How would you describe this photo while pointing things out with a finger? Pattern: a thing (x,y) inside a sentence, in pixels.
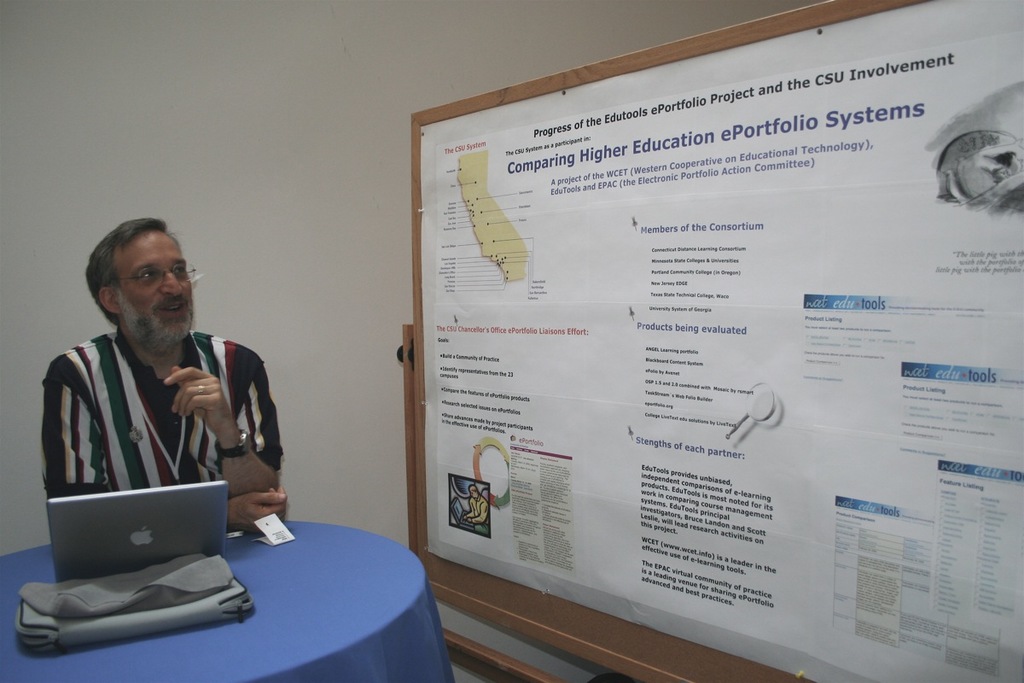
In this image on the left (180,398) there is a man (185,377), he wears a shirt (143,432), in front of him there is a table (231,621) on that there is a bag (158,566) and laptop (157,532). On the right (860,453) there is a board (673,404), poster (793,387), text (872,357) and images (477,530). In the background (70,105) there is wall (300,178).
